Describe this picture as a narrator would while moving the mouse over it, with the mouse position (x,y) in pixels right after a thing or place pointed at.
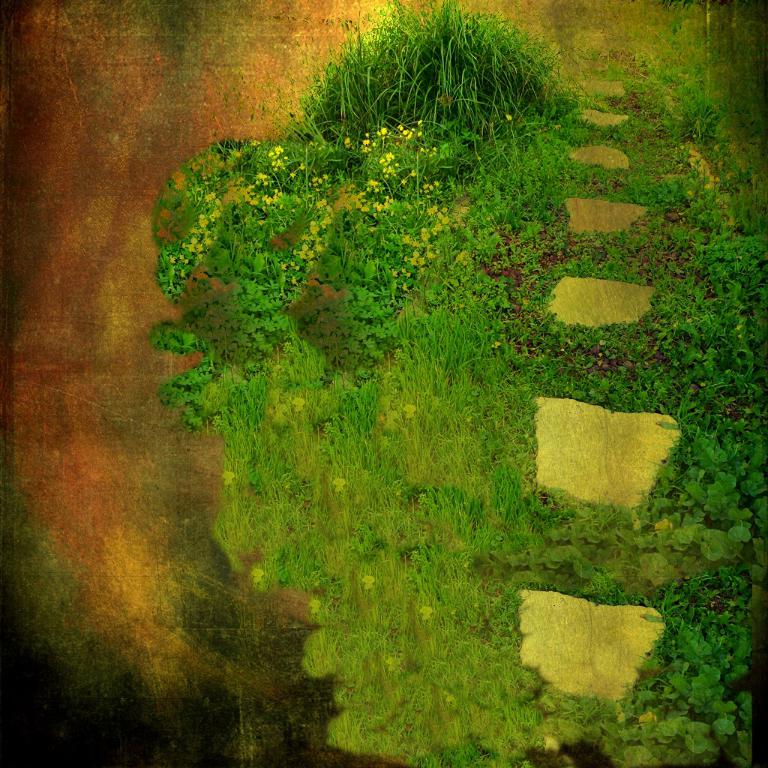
This is an edited picture. I can see grass (463,354) and plants (214,174).
